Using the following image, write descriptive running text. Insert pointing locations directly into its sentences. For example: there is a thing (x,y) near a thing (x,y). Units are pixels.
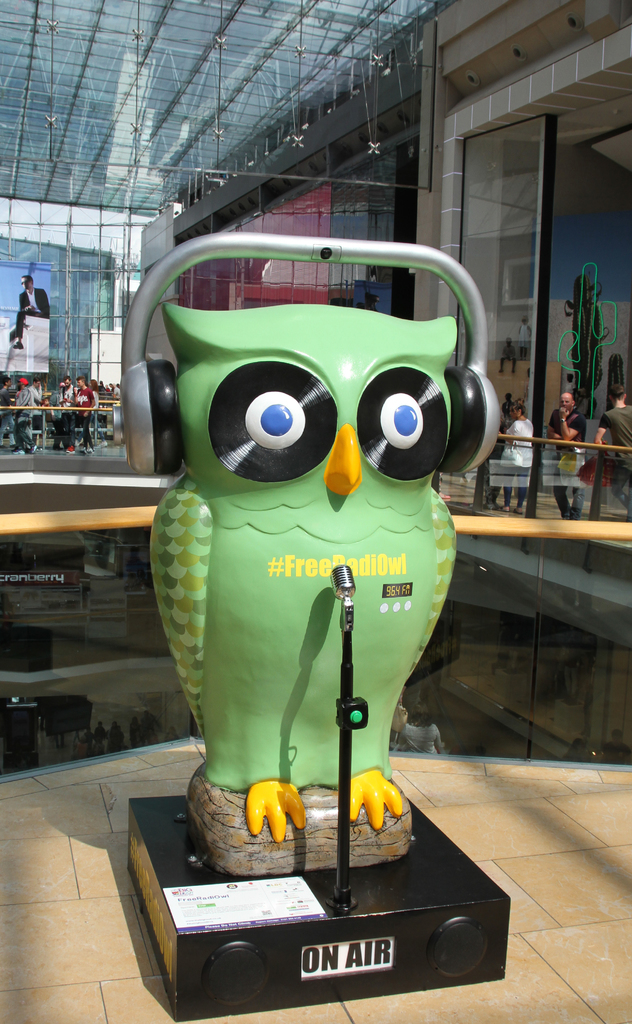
In this picture I can see a sculpture of an owl (302,482) in front (132,431) and I see something is written on it. In the background (115,746) I can see number of people (50,413) and I can see the glasses (19,91). I can also see few things (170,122) on the top of this picture (218,97). On the left side of this picture (39,266) I can see the image of a man (38,304).
